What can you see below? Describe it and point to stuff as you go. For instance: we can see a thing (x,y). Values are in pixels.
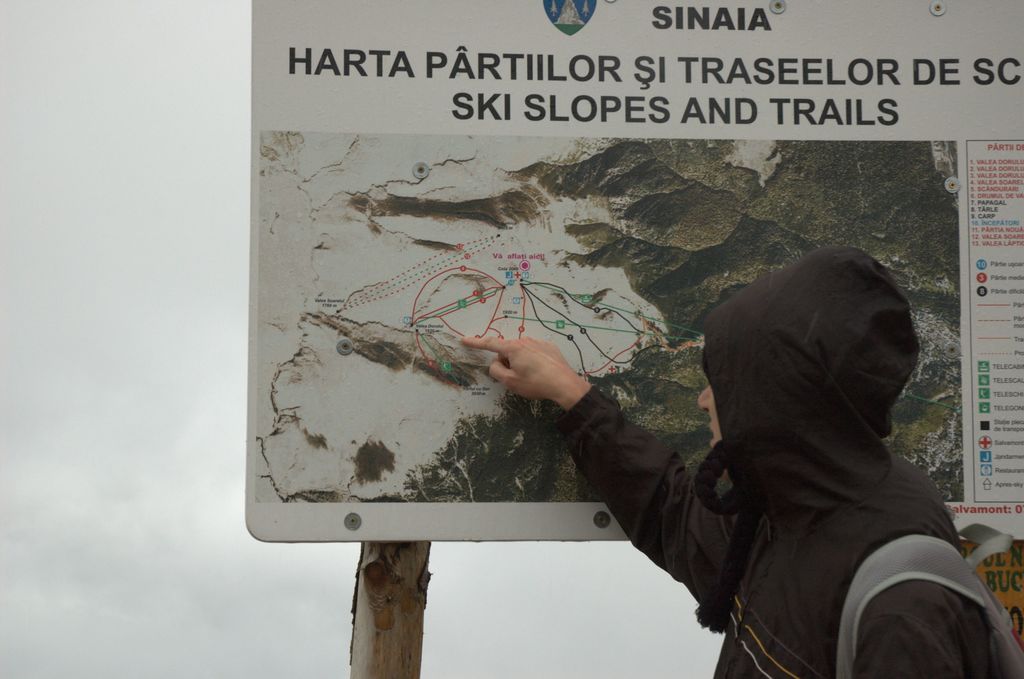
In the foreground of the picture (780,578) there is a person (713,521) wearing a hoodie (825,556) and a backpack (908,569), pointing a map (477,373). In the center of the picture (482,298) there is a board (477,204), on the board (632,170) there is a map (613,195) and text (498,112). Sky (66,113) is cloudy.
